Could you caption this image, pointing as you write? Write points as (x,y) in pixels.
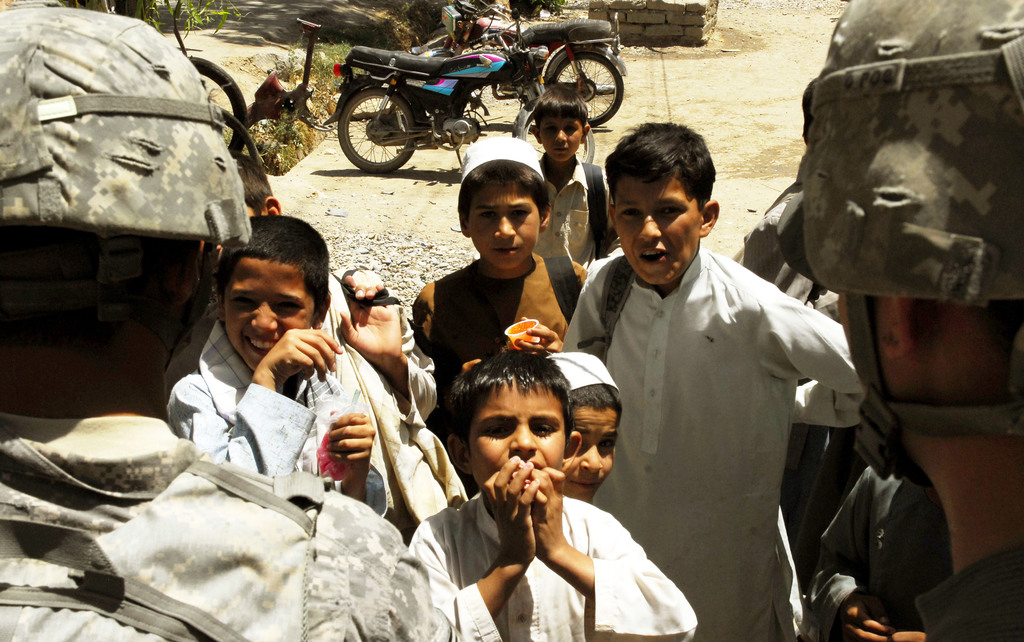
In this image there is a group of persons (509,433) standing as we can see in the middle of this image (598,422). There are two bikes (506,92) on the top of this image (445,92), and there are some leaves (193,18) of trees (207,6) on the top left corner of this image (206,20).
